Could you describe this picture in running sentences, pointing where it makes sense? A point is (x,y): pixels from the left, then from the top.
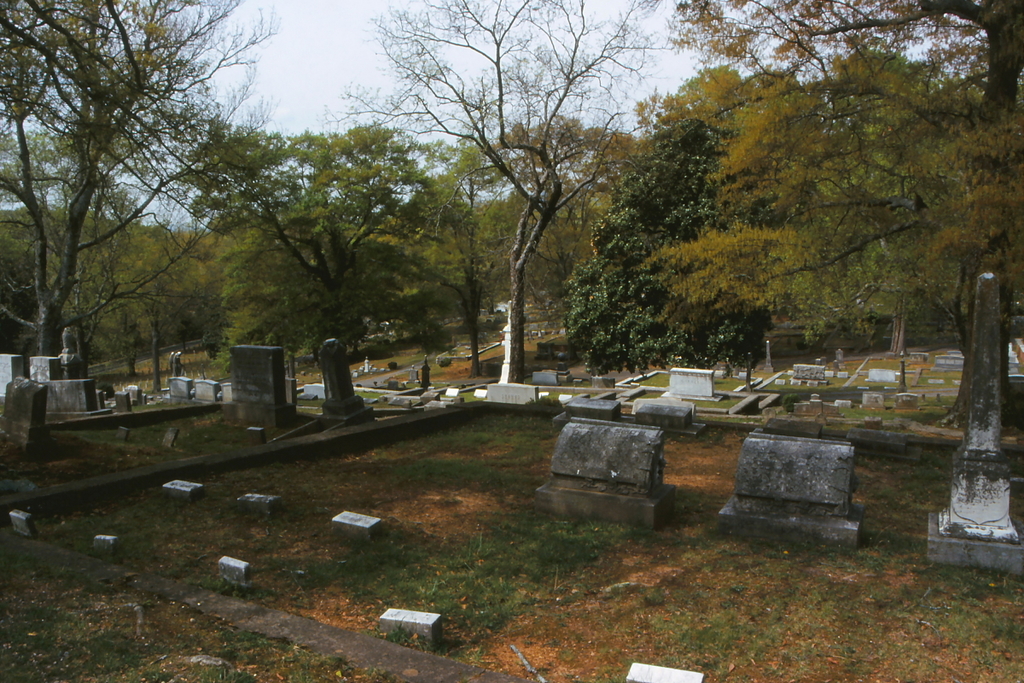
Here in this picture we can see grave stones (648,419) present all over the place as this is a graveyard (457,394) and we can see grass (218,522), plants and trees (328,314) present on the ground (441,527) all over there.
